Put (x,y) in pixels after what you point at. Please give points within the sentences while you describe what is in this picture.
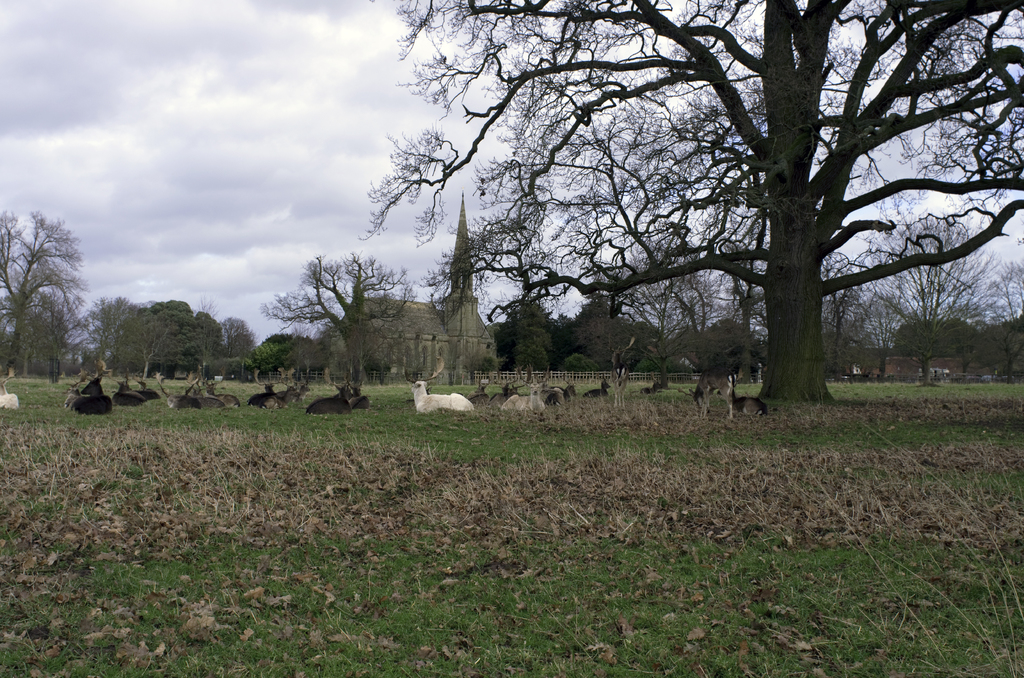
In the image there is a huge tree (793,319) and under that tree (788,248) many animals (734,388) were laying on the grass (565,418), behind that garden (55,395) there is a building (404,329) and around that there are plenty of trees (635,303).
